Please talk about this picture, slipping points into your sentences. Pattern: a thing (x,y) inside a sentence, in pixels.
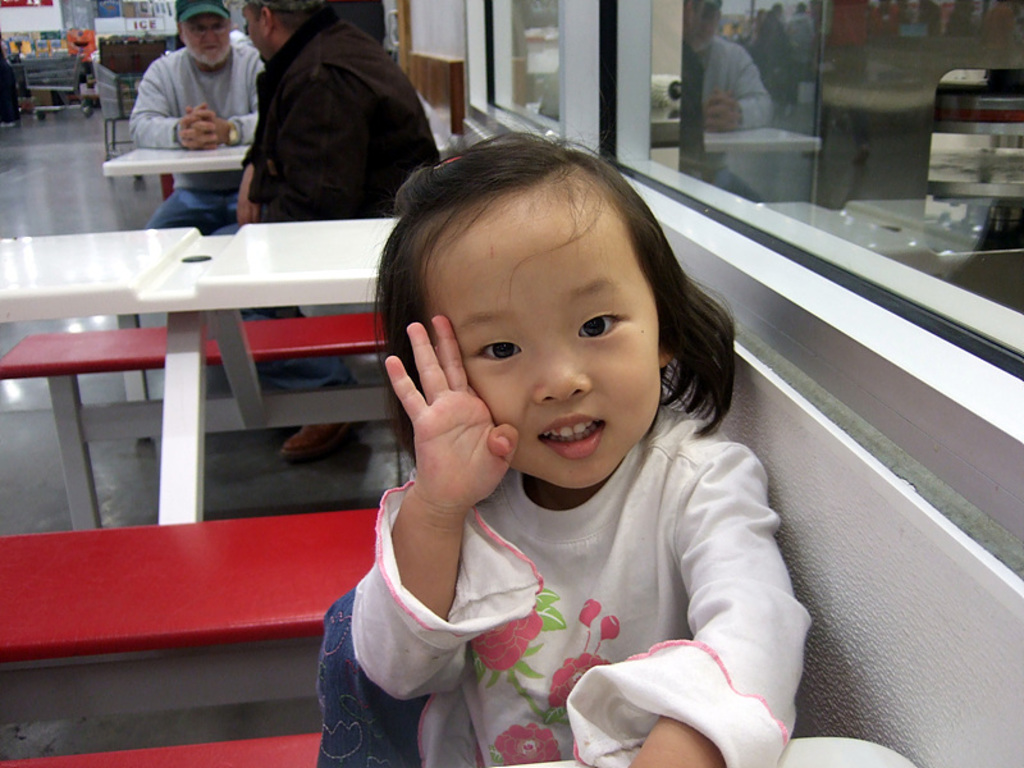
This kid (534,523) is highlighted in this picture. This kid (607,471) is sitting on a bench (292,741). We can able to see a persons (280,64) are sitting on a bench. In-front of this person (244,105) there is a table (176,284). Far there are carts (109,87). This is a glass window (699,102).
